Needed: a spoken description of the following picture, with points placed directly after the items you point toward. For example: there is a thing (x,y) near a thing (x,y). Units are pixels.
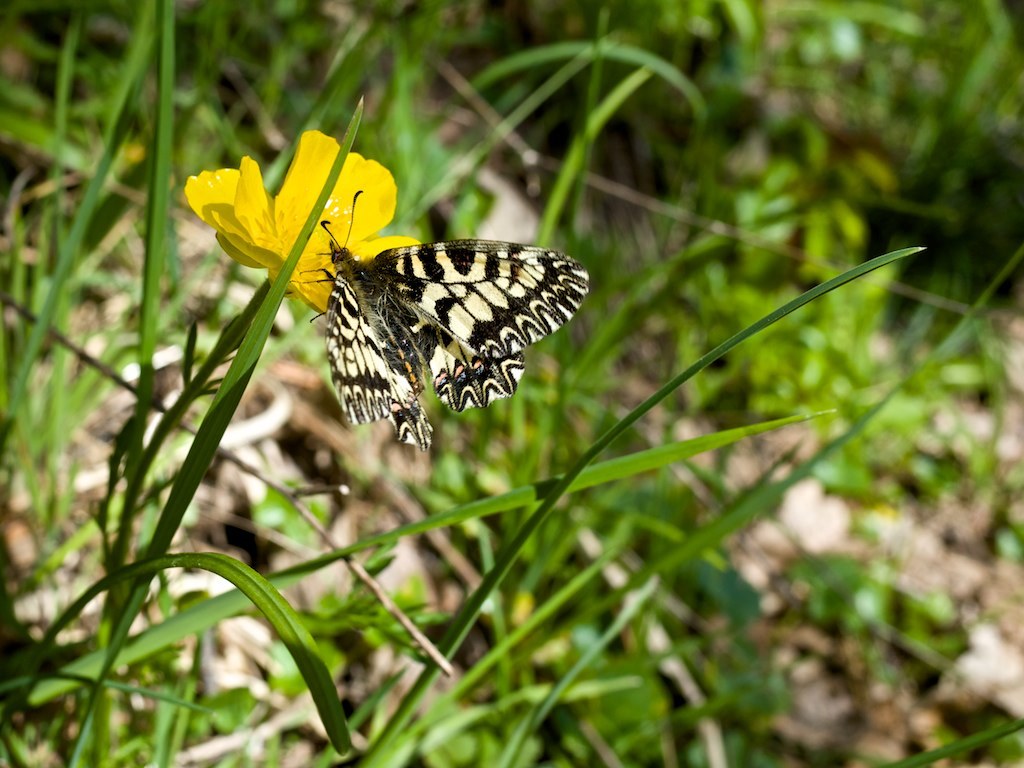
In the foreground of this image (376,388), there is a cream and black colored butterfly (409,330) on a yellow colored flower (291,215). In the background (163,122), we see grass (592,43) and plants (763,362).
